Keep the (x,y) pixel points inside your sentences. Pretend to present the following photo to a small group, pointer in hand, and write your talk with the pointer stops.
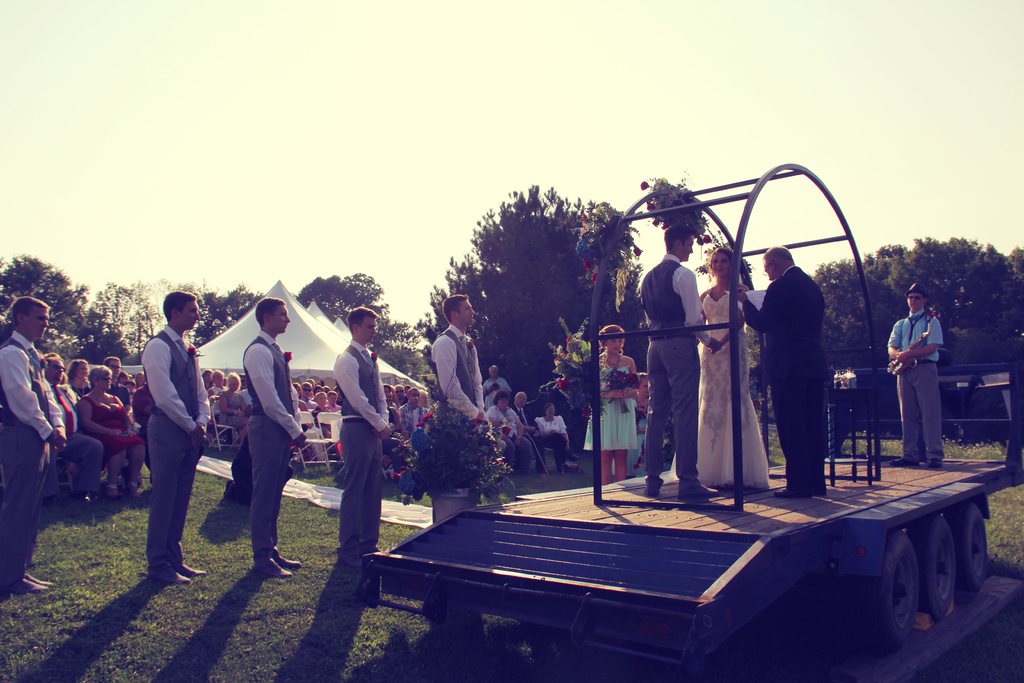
On the right side of the image (716,401) we can see some persons (777,369) are standing on a truck (881,475). In the background of the image (496,374) we can see a group of people (501,399) are sitting on the chairs (336,417) and some of them are standing and also we can see the tents (327,360), trees (580,278), rods (790,168). At the bottom of the image (271,603) we can see the ground (242,642). At the top of the image (444,137) we can see the sky (626,118).
